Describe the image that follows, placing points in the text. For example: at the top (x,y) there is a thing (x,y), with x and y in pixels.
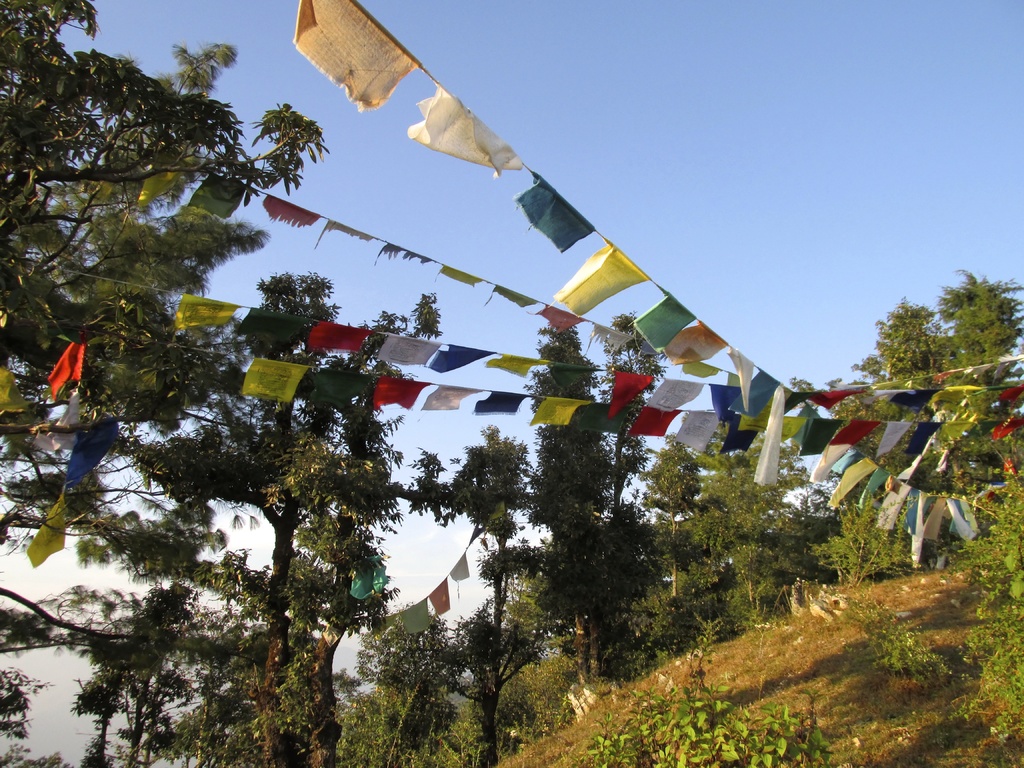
This image consists of many trees (543,637). At the bottom (847,659), we can see the grass (889,672). And there are flags (839,401) tied with the rope (798,389). At the top (763,118), we can see the sky (697,110).
